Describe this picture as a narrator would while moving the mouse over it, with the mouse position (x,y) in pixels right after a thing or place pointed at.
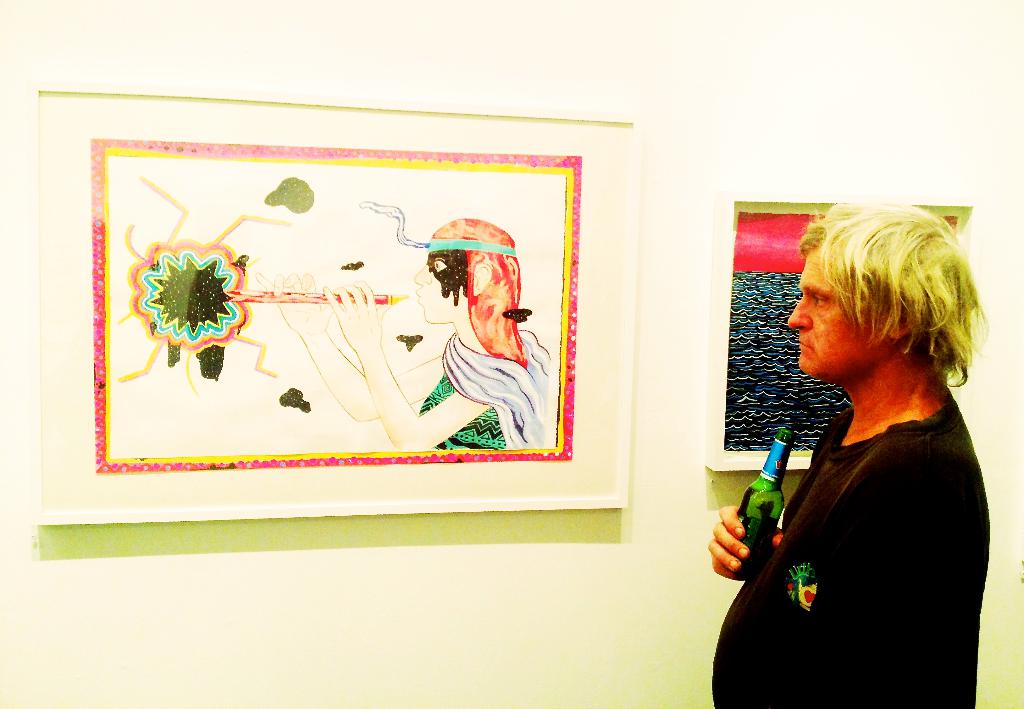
In this picture there is a guy (854,501) holding a bottle (745,494) in one of his hands (735,565) and looking at the picture (560,309) mounted to the wall (229,54).
